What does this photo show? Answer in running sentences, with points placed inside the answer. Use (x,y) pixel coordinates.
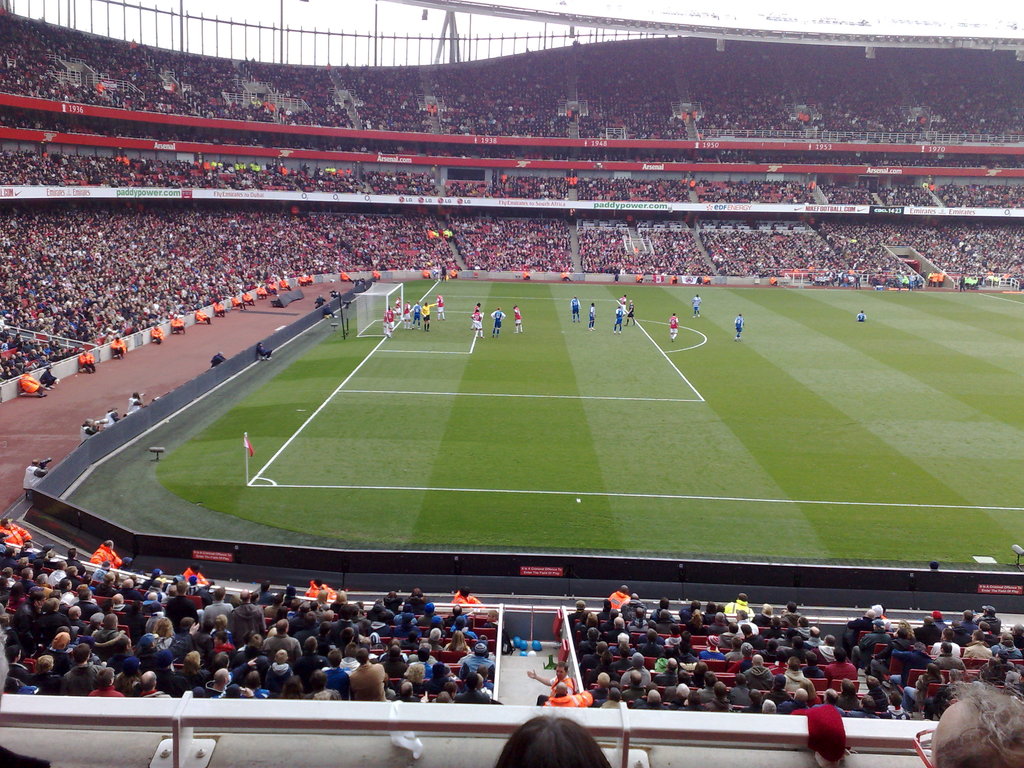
The image is taken in the stadium (522,396). In the center of the image (385,331) we can see people (479,319) playing a game and there is a net (369,294). We can see crowd (191,297) sitting. In the background (267,34) there is sky (429,20).
